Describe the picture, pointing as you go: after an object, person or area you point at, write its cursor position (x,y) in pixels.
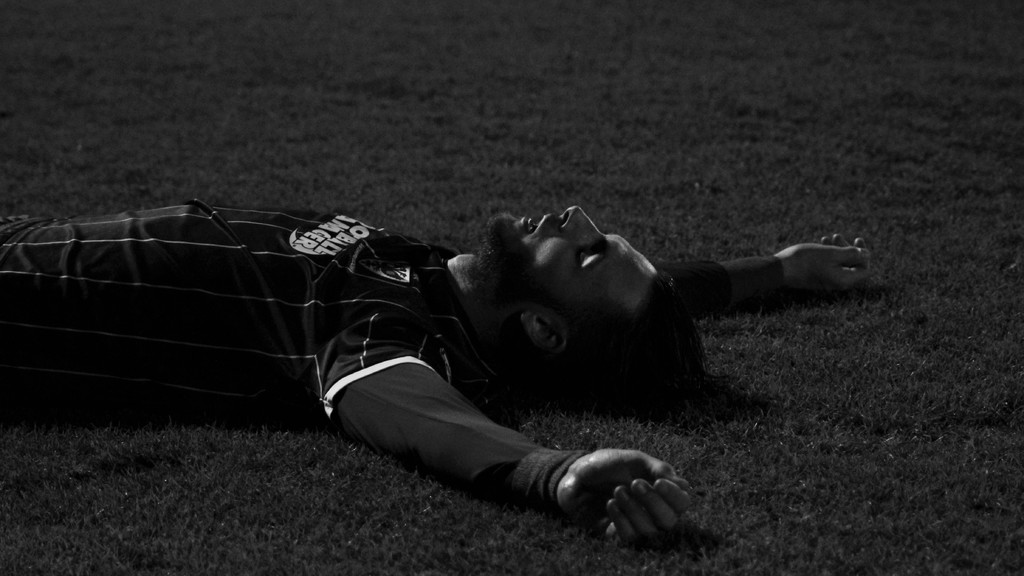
In this image I can see the black and white picture in which I can see a person (230,268) is wearing black color dress (194,253) is laying on the ground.
